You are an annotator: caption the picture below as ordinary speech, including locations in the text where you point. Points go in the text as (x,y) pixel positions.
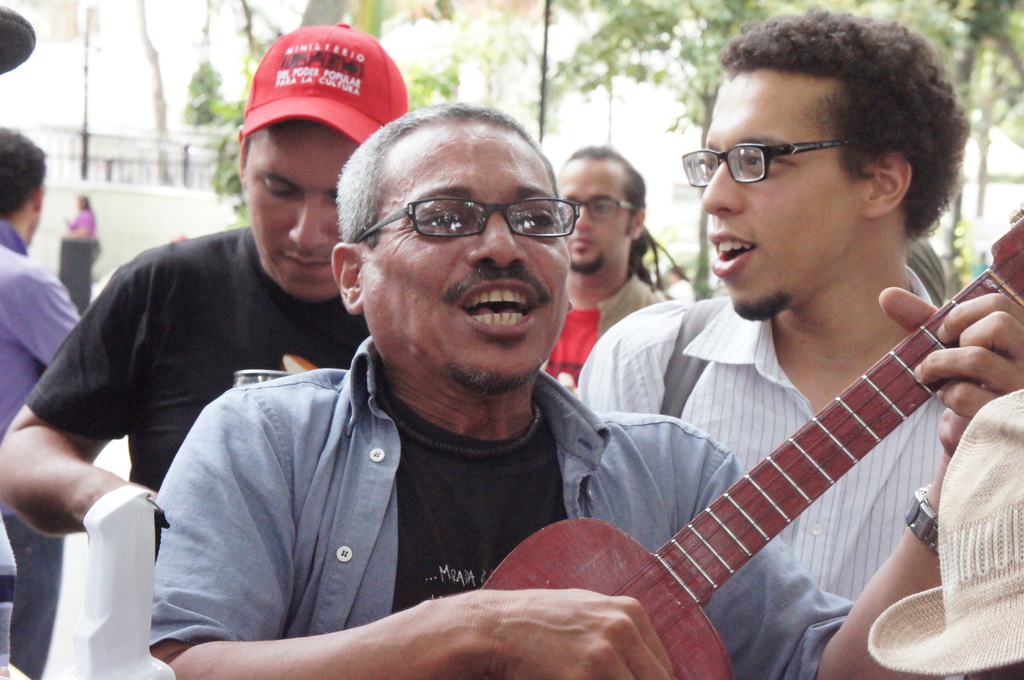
Group of people (620,220) standing and this person (564,477) holding musical instrument (533,575), these three persons (327,435) are wear glasses (541,209). On the background (473,5) we can see trees (622,41), wall (171,212).
